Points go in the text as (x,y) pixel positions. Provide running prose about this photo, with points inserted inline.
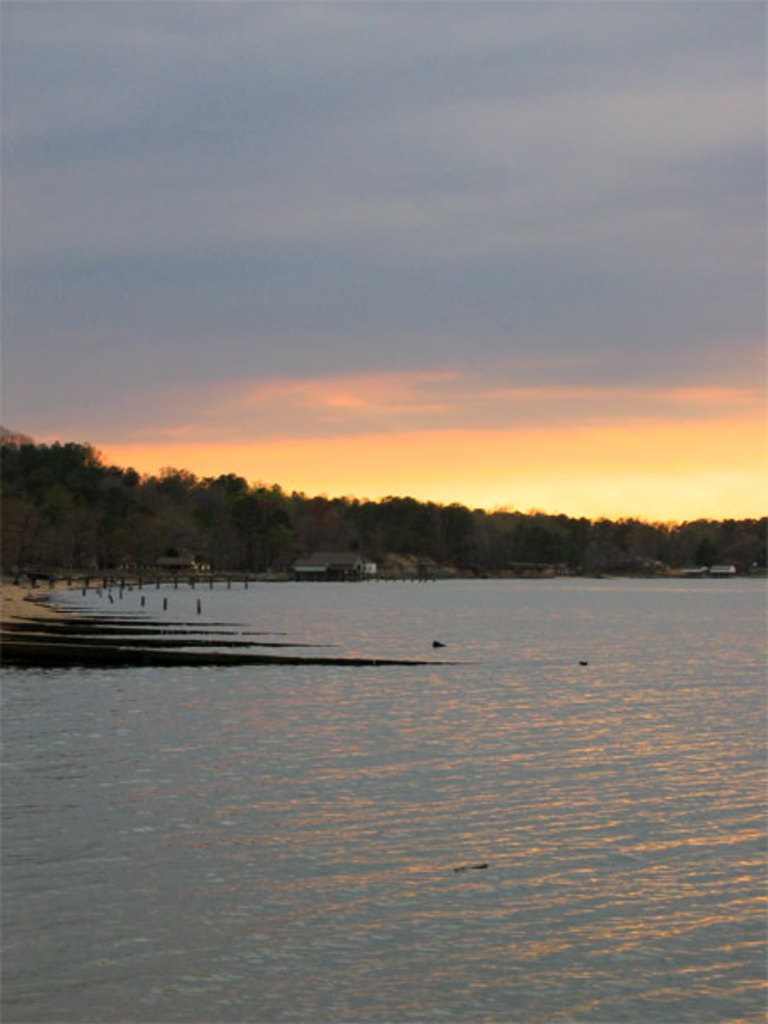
In this image in the foreground (564,740) is the water (591,687) in the middle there are so many trees (54,560) and in the background (417,362) there is the sky (475,258).
